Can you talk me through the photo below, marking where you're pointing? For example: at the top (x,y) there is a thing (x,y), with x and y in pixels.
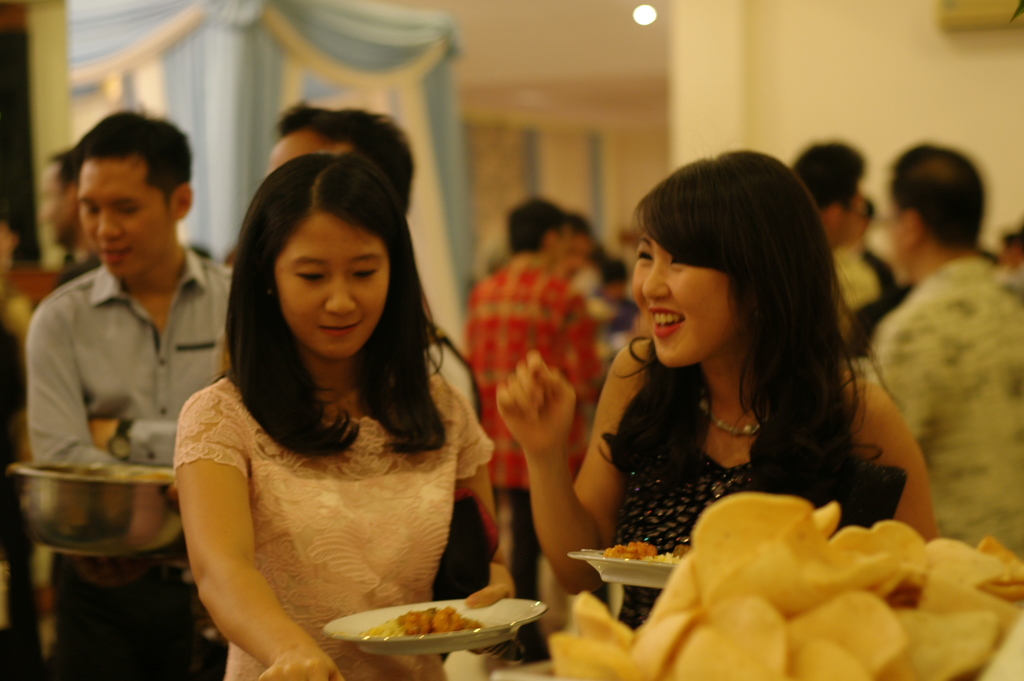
In front of the image there is a food item (931,550). There are two people (333,670) holding the plates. Behind them there are a few other people (1015,370) standing. In the background of the image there is some object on the wall (862,104). There are curtains (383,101). On top of the image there is a light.
